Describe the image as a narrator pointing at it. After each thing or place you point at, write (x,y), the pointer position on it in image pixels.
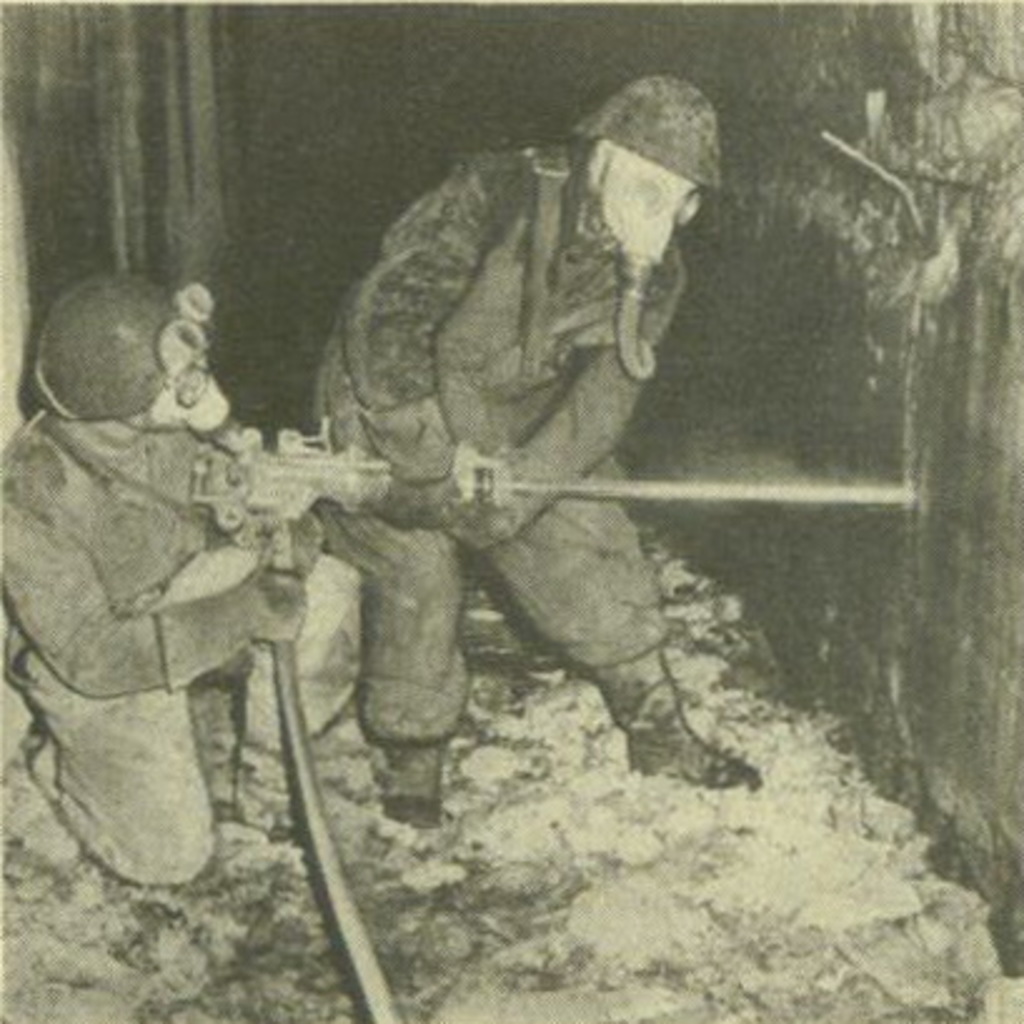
In this picture we can see two men (444,420), they are holding a machine (298,442) and they wore masks (625,190).
